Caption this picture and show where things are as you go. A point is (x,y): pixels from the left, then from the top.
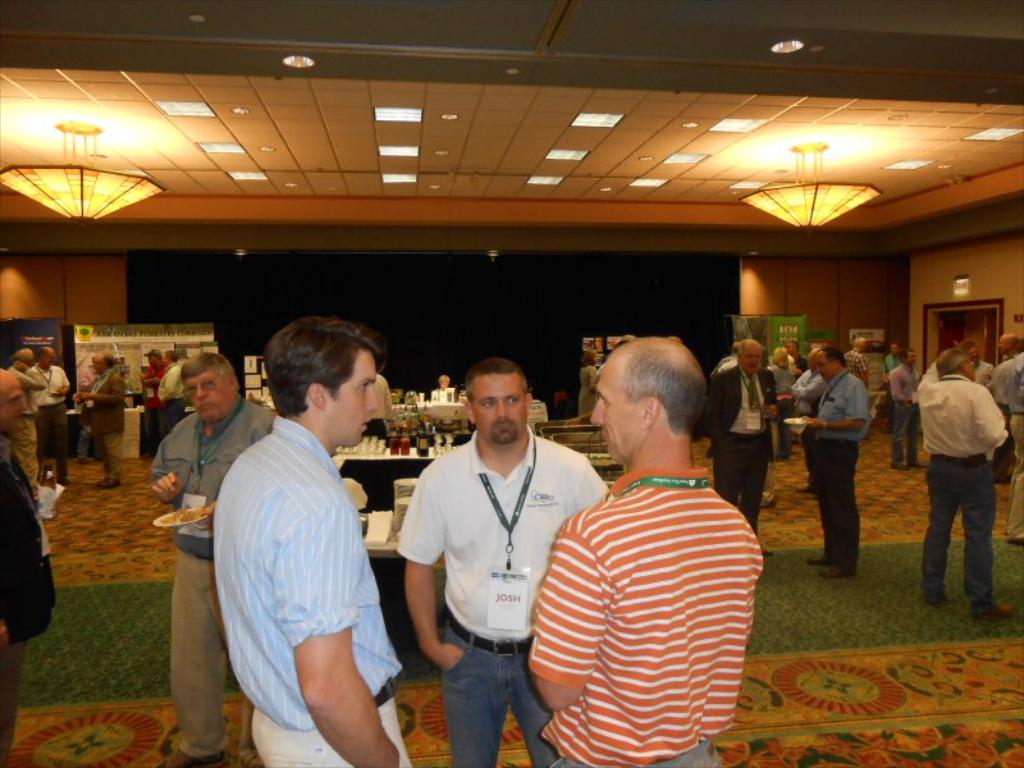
In this image we can see group of persons (1022,354) standing on the floor (869,477), some persons (712,513) are wearing id cards (527,582) and some persons (218,490) are holding plates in their hands (818,425). In the center of the image (421,444) we can see some objects (436,448) placed on the table (382,473). In the background (246,382), we can see some photos (252,369) and banners (123,350) on the wall (825,322), some banners (771,332) with text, door (944,320) and some lights (665,180).
